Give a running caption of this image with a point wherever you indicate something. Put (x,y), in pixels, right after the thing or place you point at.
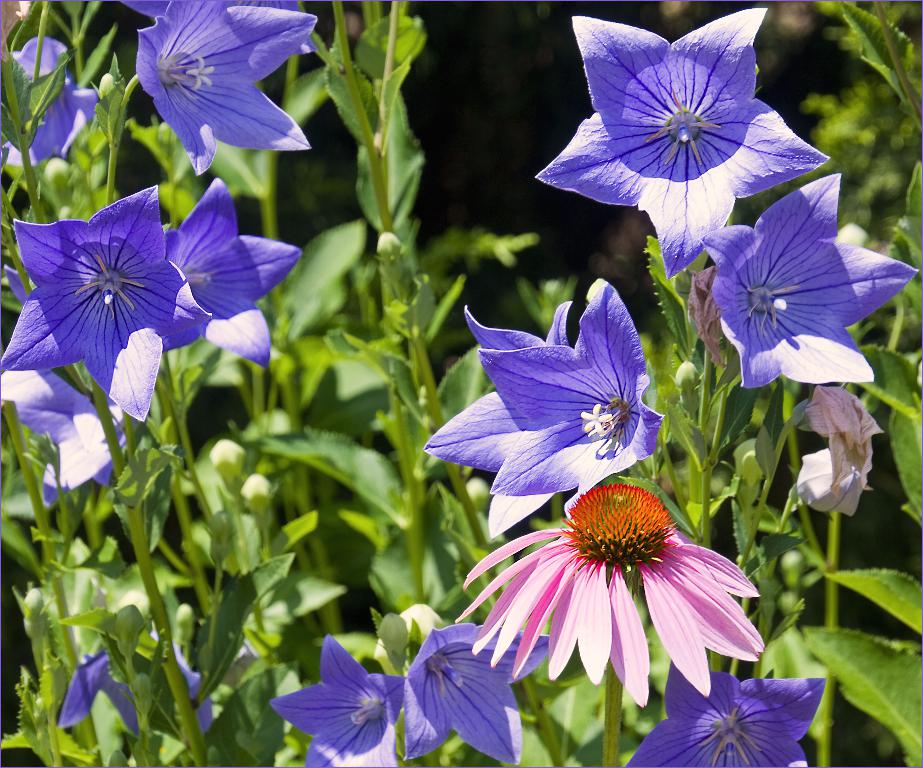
In this image there are flowers (660,505), stems (406,480) and leaves (393,142).
